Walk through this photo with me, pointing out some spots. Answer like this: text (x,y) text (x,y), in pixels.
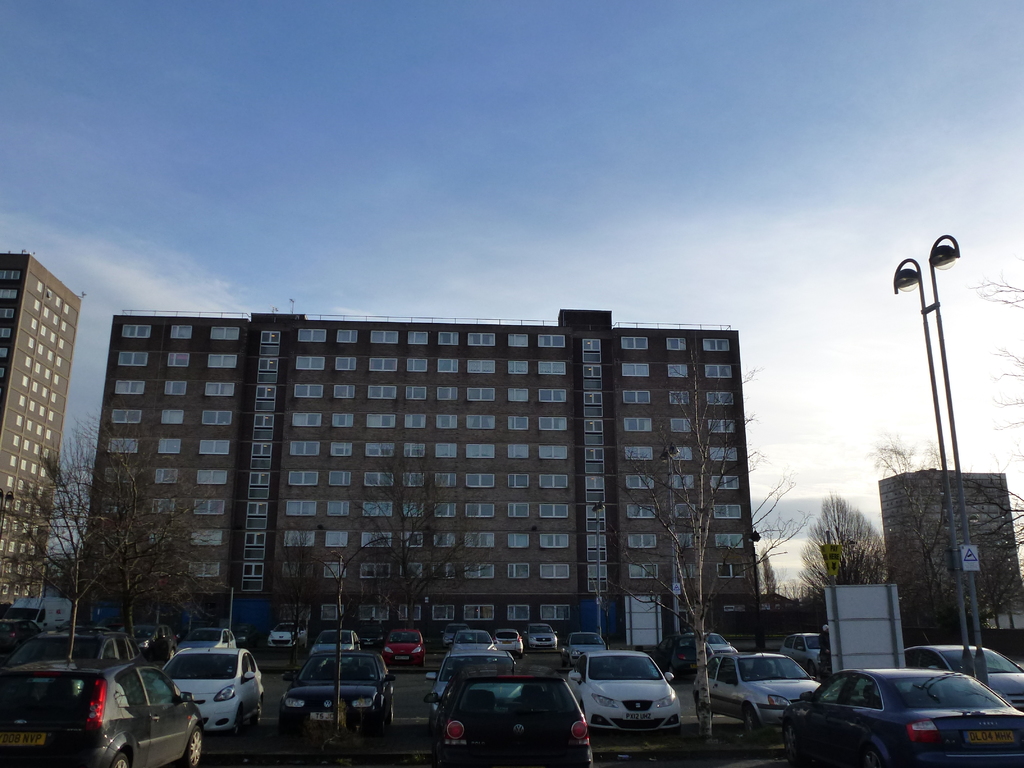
In this image we can see a group of buildings (587,451) with windows (599,484). We can also see a group of trees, a board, street poles (983,674), a signboard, a group of cars (828,690) placed on the ground (311,752) and the sky (558,174) which looks cloudy.
